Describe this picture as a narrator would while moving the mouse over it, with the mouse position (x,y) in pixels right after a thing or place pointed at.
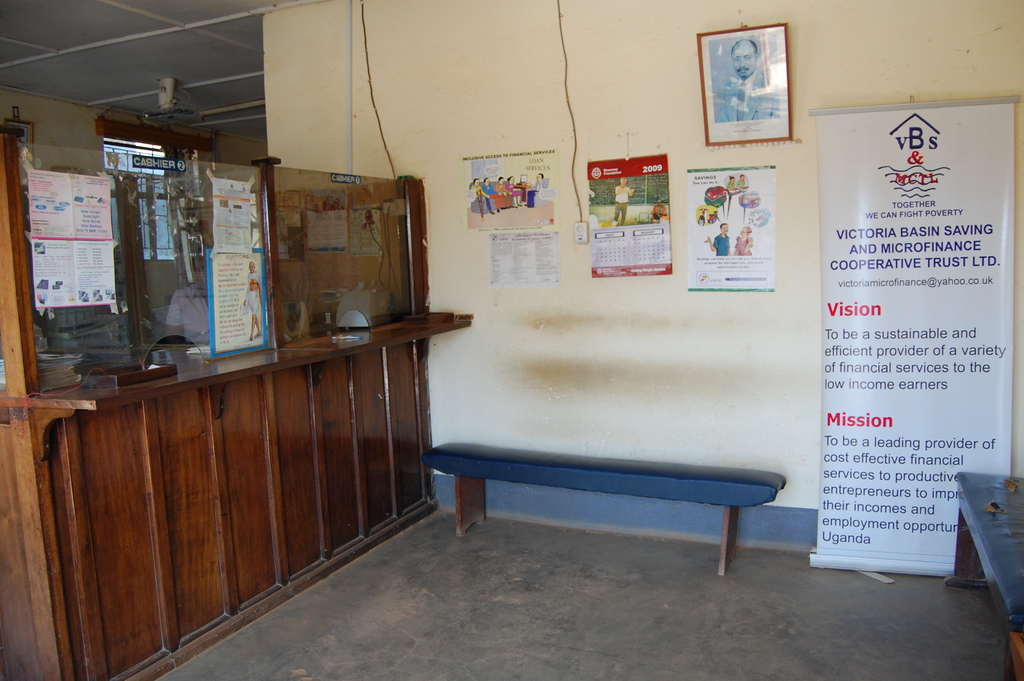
In this picture there is a bench (723,468) poster (893,364) and some charts (737,243) were hanged to the wall (684,235) along with some photo frame (723,108). In the left side (267,251) there is wooden wall (141,566) here.
